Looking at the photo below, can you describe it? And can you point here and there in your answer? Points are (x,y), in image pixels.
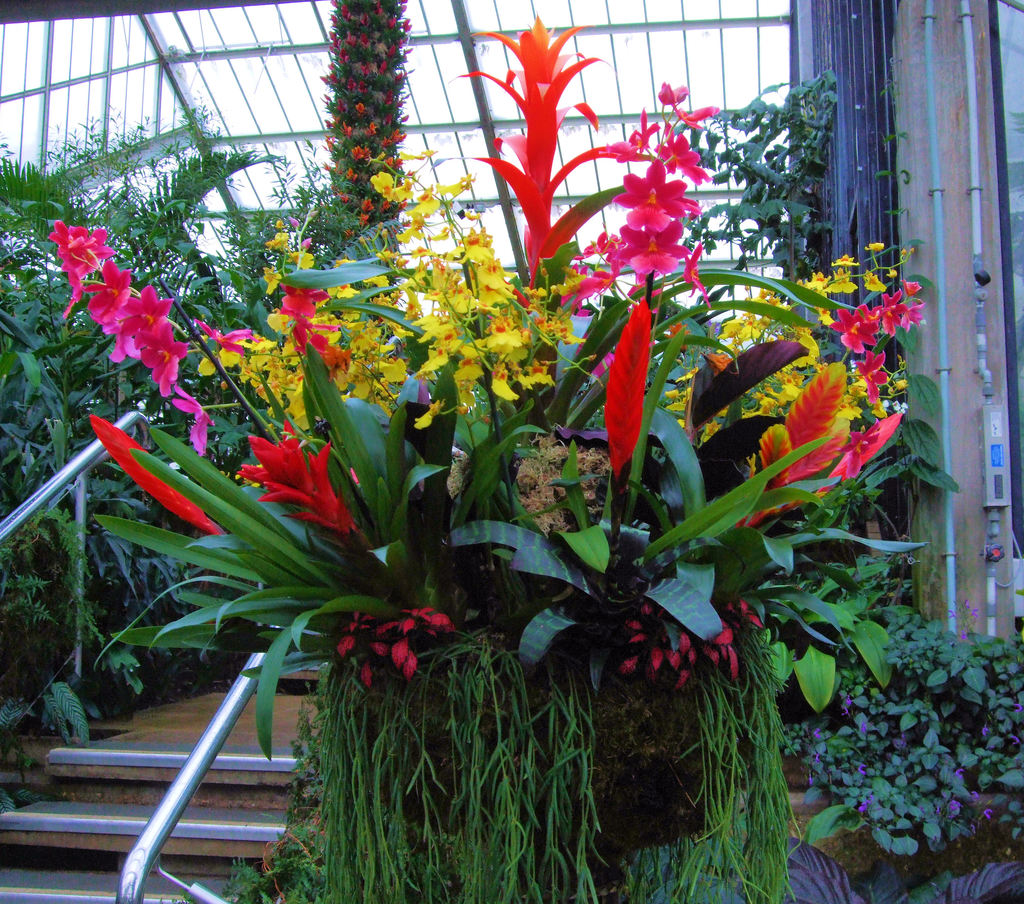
In front of the image there is a potted plant (620,616) with leaves (548,608) and flowers (567,76). Beside that there are steps (168,752) and railing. In the image there are many plants (629,311). At the top of the image (285,75) there is a roof (255,83). On the right side of the image (895,66) there is a pillar (949,22) with pipes (951,564).
